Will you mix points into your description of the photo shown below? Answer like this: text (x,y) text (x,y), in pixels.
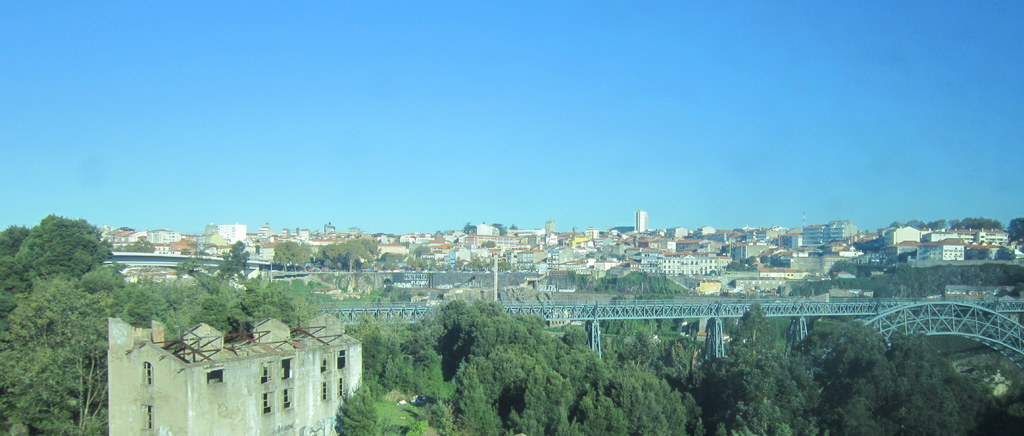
In this picture I can see bridge (521,312), buildings (251,369), trees (769,361), and in the background (648,127) there is sky (637,97).
